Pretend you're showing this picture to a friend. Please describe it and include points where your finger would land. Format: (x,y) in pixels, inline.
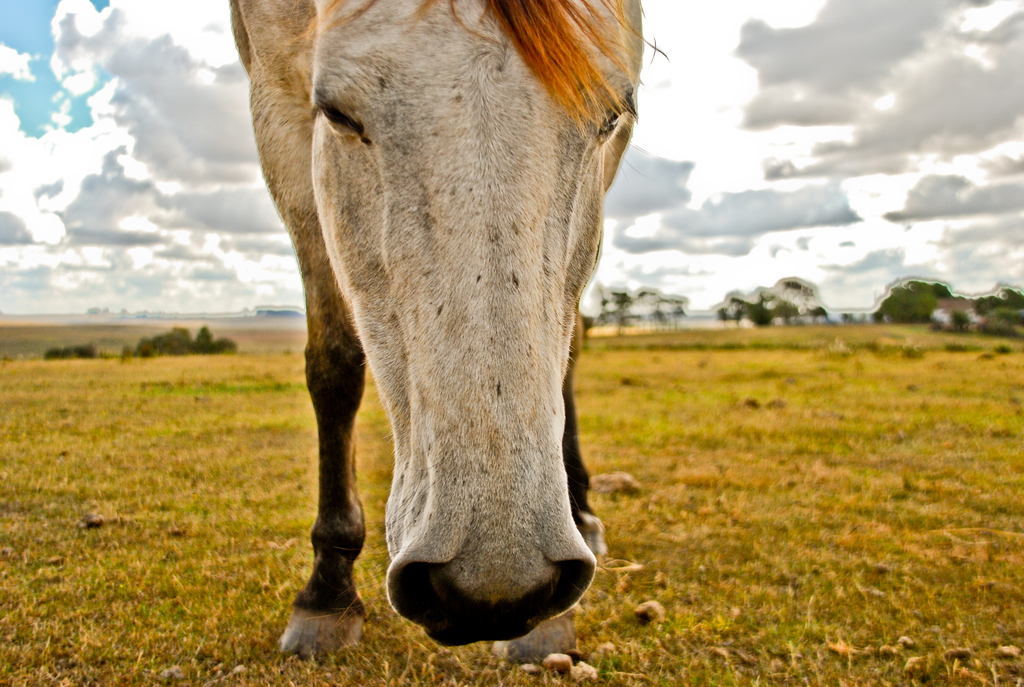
In this picture we can see a horse (304,232) standing on the grass (665,333), stones (553,665) and in the background (938,299) we can see trees (922,313) and the sky (191,87) with clouds (861,174).
